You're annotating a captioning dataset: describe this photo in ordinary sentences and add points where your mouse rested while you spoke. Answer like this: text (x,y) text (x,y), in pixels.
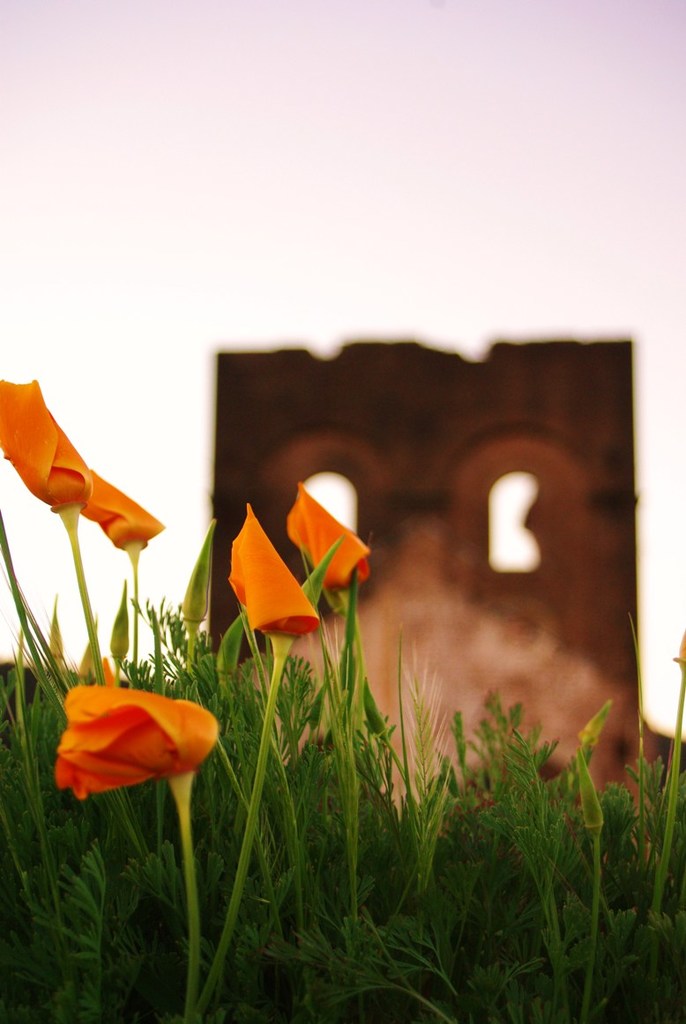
In this image we can see flowers (262,585), plants (272,754), also we can see the wall (297,438), and the sky (292,301), the background (307,408) is blurred.
